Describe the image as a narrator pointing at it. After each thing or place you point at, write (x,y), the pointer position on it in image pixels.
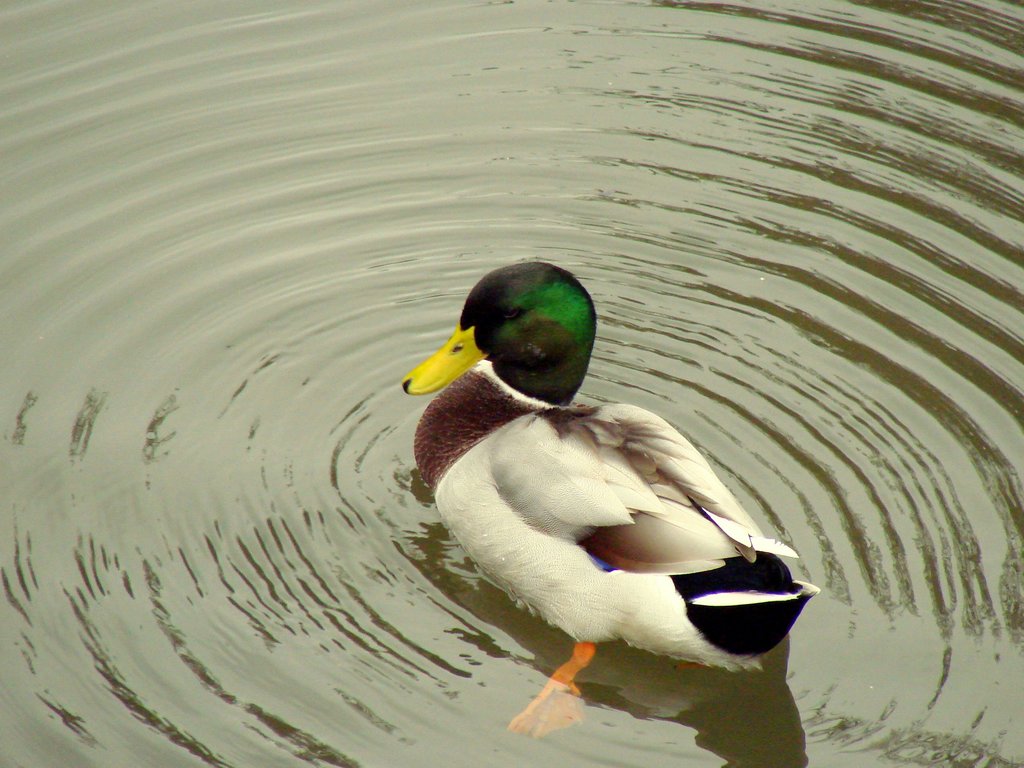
In the image we can see a duck (459,499), white, brown, black and green in color, and the duck (492,340) is in the water (110,577).
